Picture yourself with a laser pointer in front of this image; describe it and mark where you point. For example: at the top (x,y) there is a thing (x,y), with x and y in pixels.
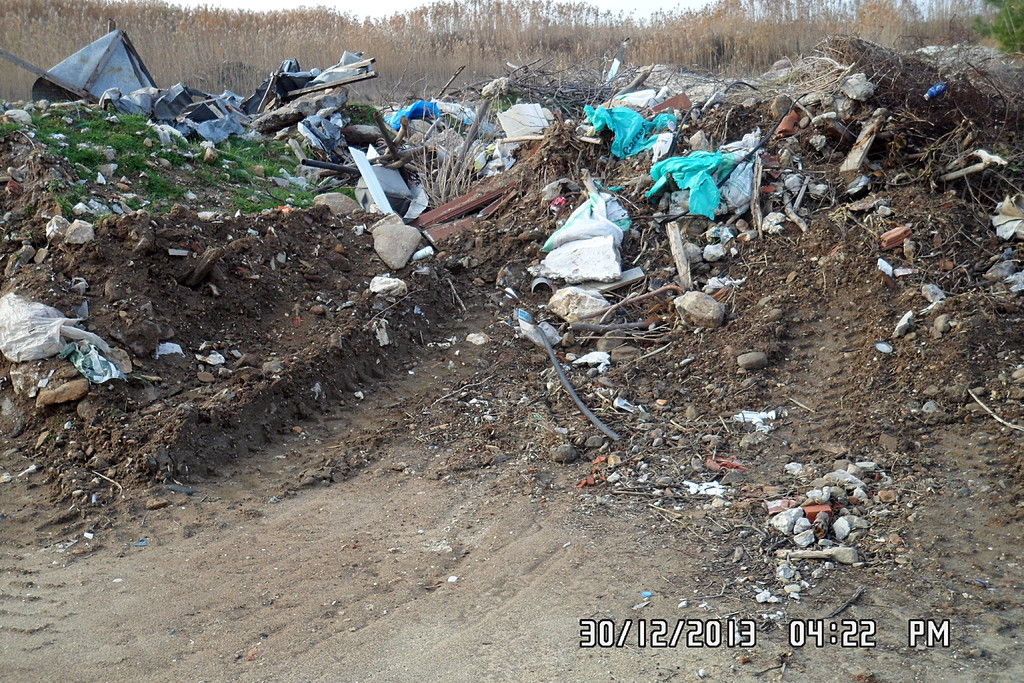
In the image we can see there is a ground (633,176) which is covered with dust (747,246) like pieces of cloth (610,221), plastic cover (593,112), stones (403,253) and other unwanted waste material (772,154). Behind there is lot of dry grass (642,22).
